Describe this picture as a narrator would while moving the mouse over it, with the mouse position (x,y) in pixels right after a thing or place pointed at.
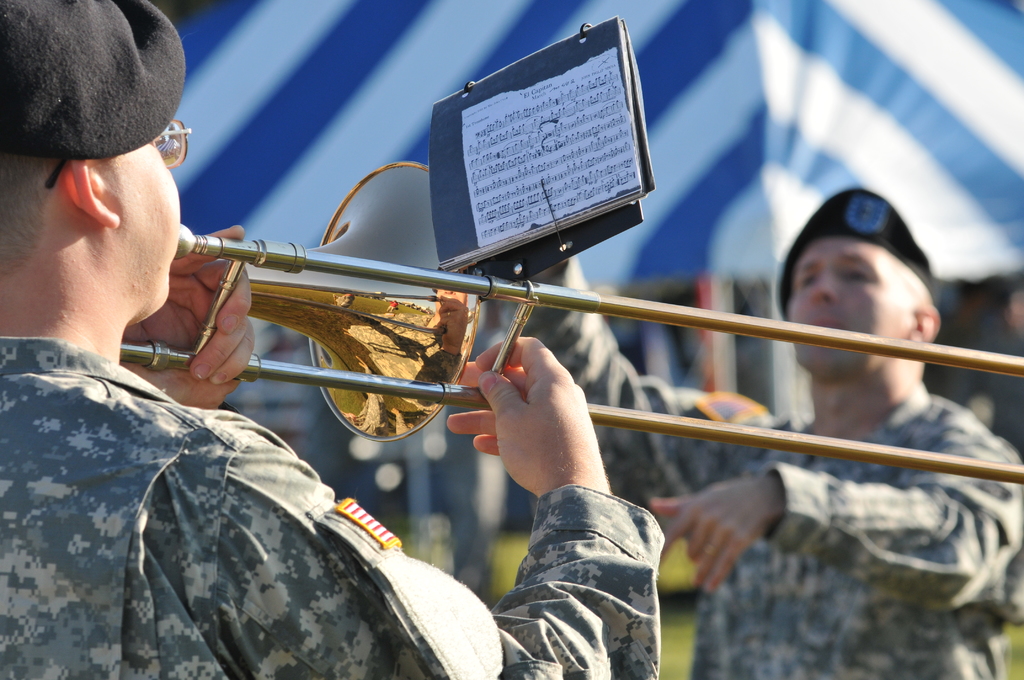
In this picture I can see there is a person (82,340) standing on to left (131,532) and he is wearing a army uniform (211,538) and playing a trombone (312,313) and there is another person (716,525) standing on to right (920,411), he also wearing a army uniform (848,525) and there is a tent (339,106) in the backdrop (716,274), it is in white and blue color. The backdrop (337,79) is blurred.
